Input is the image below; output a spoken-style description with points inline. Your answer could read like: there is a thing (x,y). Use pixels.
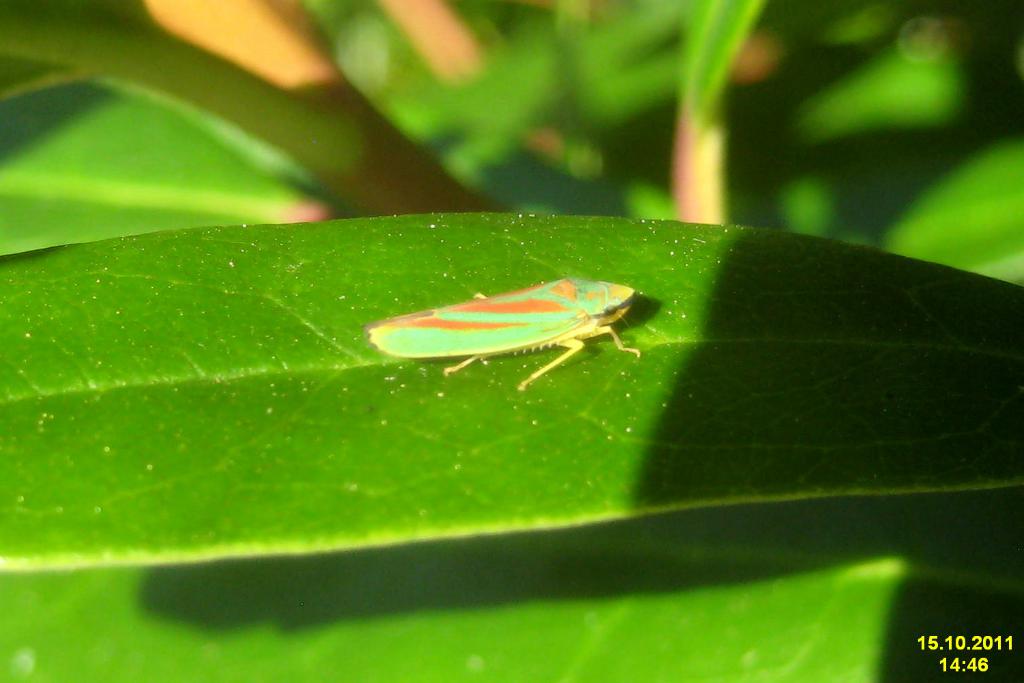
In the center of the image (463,353) we can see a leafhopper (596,330) on the leaf (590,520).
